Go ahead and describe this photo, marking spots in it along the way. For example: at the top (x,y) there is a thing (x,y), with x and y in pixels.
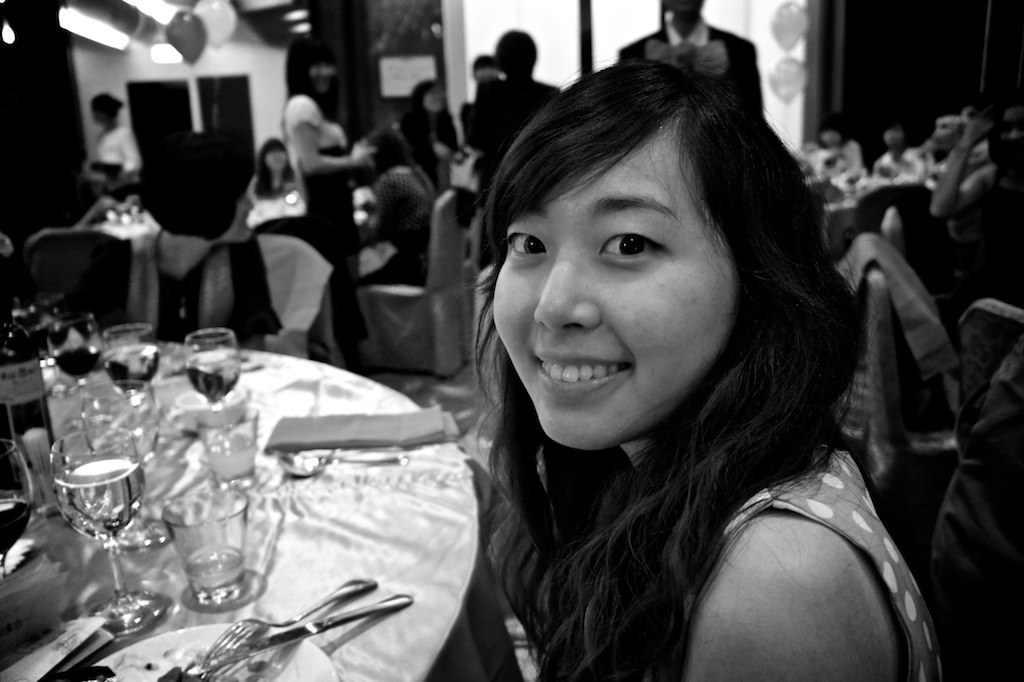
This is a black and white image. In this image we can see a woman (646,507) and a table (429,521) containing some spoons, plates (303,659), tissue papers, knives (357,617), forks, bottles (6,428) and a group of glasses (247,487) placed on it. We can also see some chairs (989,590), a group of people (341,140), some balloons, lights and a wall (272,85).
